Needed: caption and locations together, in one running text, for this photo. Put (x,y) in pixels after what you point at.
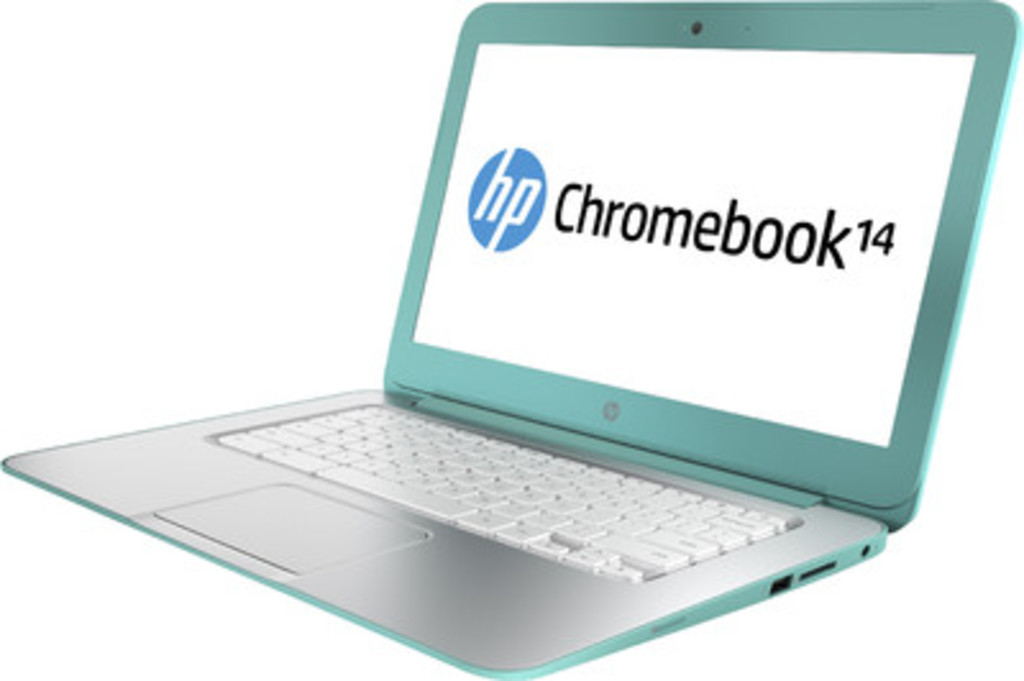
In the given image i can see a laptop (476,268) and some text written on it.
